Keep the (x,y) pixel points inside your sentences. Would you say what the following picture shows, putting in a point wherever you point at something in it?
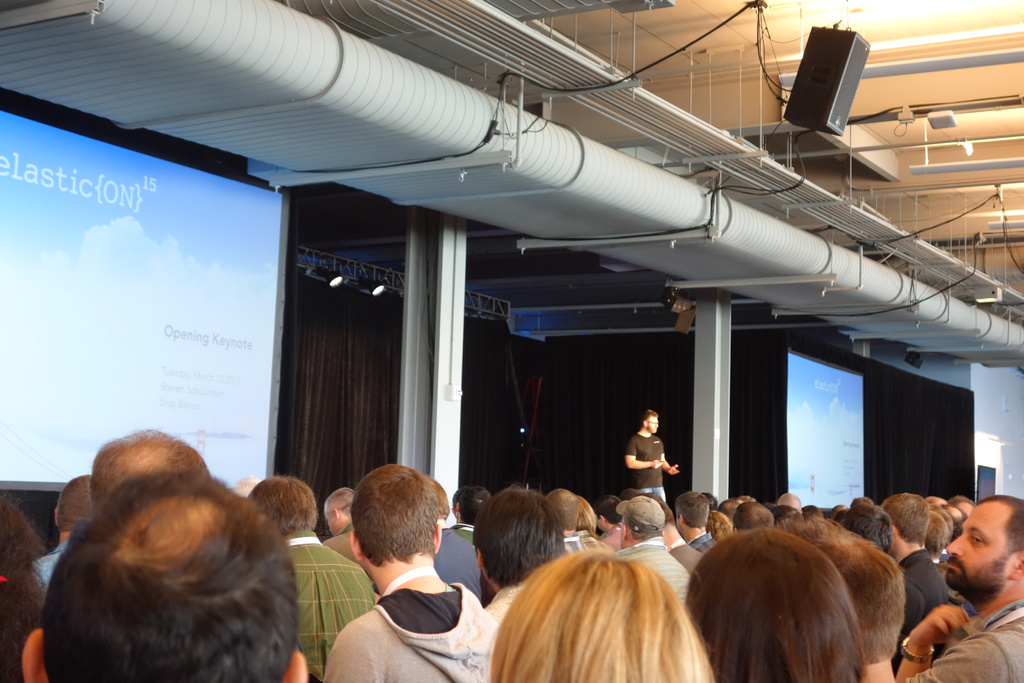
In the center of the image (634,451) we can see a man (637,469) is standing and explaining something. At the bottom of the image (717,571) we can see a group of people (691,538) are sitting. In the background of the image (40,403) we can see the screens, curtains (618,397), poles (701,433), lights (376,291), rods (404,287). At the top of the image (707,140) we can see the roof (682,42), speaker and lights (869,65). On the right side of the image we can see the wall (1000,491).
